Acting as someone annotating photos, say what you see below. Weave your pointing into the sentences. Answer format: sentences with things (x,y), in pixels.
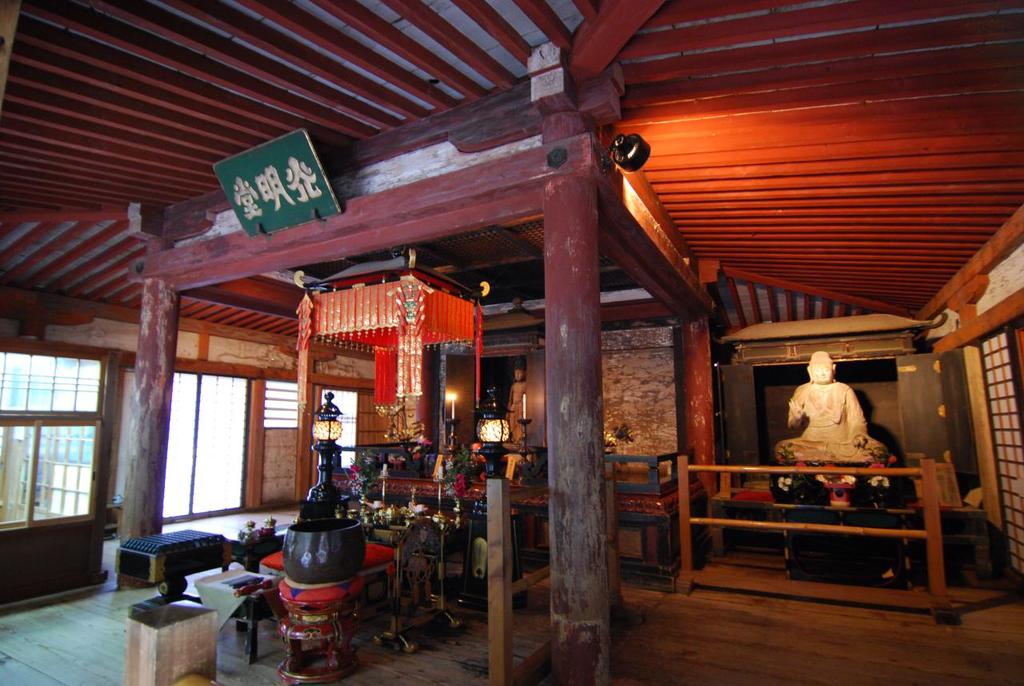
In this picture we can see pillars (562,579), statues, roof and some objects (232,193).
